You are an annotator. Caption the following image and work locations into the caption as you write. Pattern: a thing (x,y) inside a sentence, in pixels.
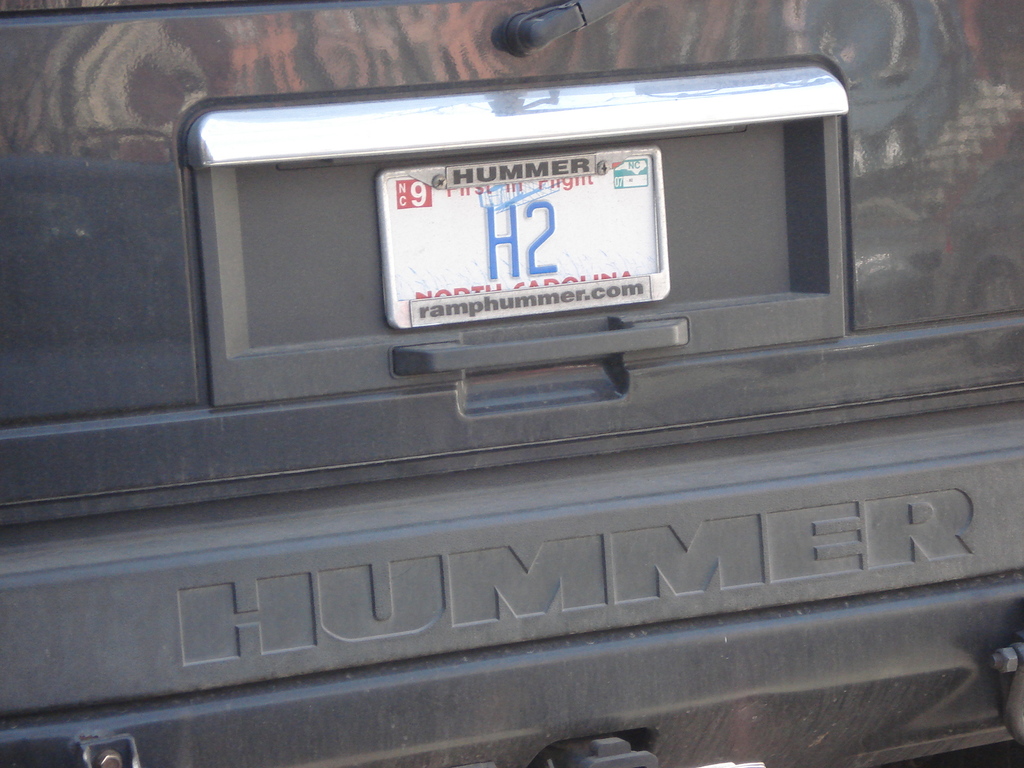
In this picture we can see a number plate (647,217) and a door handle (619,335) of a vehicle (371,437) and some objects (550,22).
